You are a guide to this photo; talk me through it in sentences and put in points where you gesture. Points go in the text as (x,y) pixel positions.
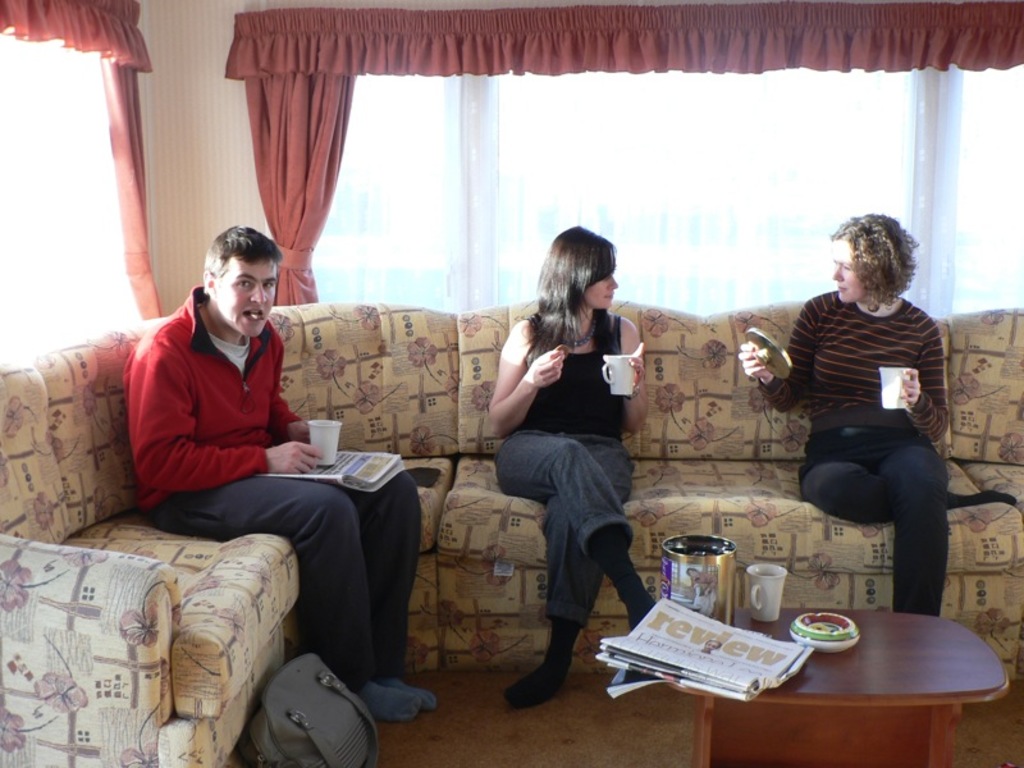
In this image there are group of persons (272,370) sitting on the Sofa (685,494) holding a cup (607,381) in their hands (295,433). In the center (578,404) woman (575,455) is sitting on sofa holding cup (613,363) in hand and a biscuit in other hand (553,373). At the right side (869,369) woman (876,375) is sitting and holding a cup (889,396) in her hand (906,375). In the center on the table (869,686) there are newspapers (748,662), cup (770,597), jar (718,586) and ashtray (833,636). In the background (296,125) there is red colour curtain (329,129) hanged to the window (400,168). On the floor (515,715) there is a bag (313,724). At the left side (228,367) man (239,383) sitting on the sofa (233,552) is holding a cup (325,459) and newspaper (363,477) in his hand (312,458) and is eating something.
